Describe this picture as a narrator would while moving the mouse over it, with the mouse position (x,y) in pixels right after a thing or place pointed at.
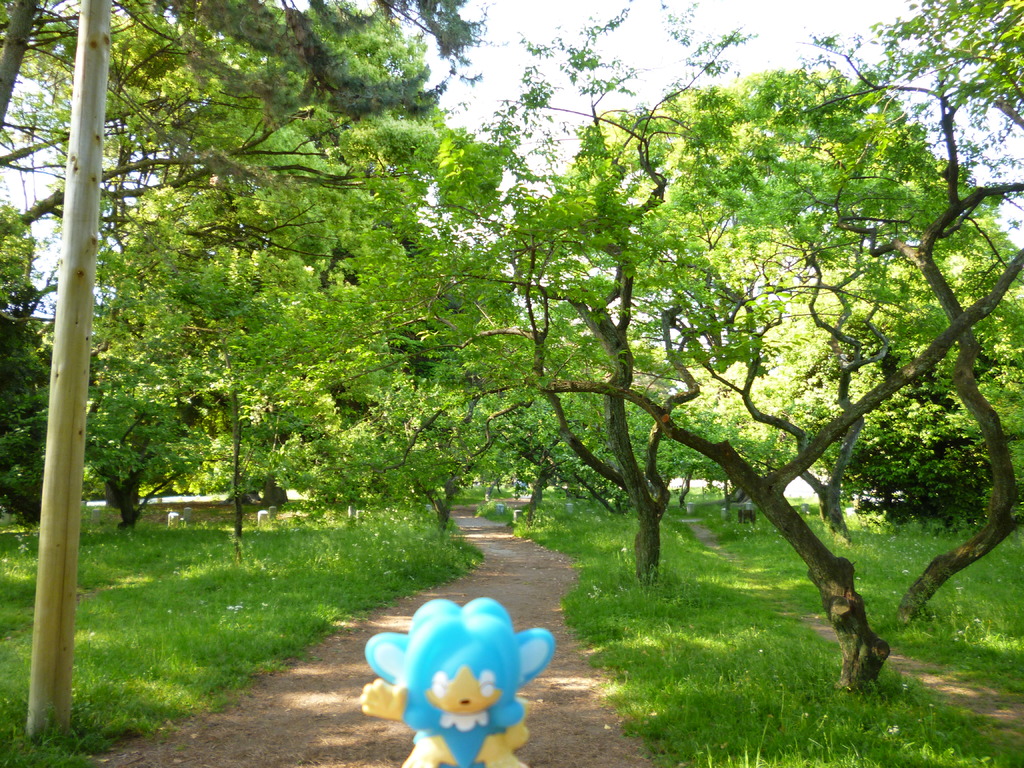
In the image there is a lot of grass (283,575) and trees (549,377) and in the foreground (440,696) there is a toy (419,647).
